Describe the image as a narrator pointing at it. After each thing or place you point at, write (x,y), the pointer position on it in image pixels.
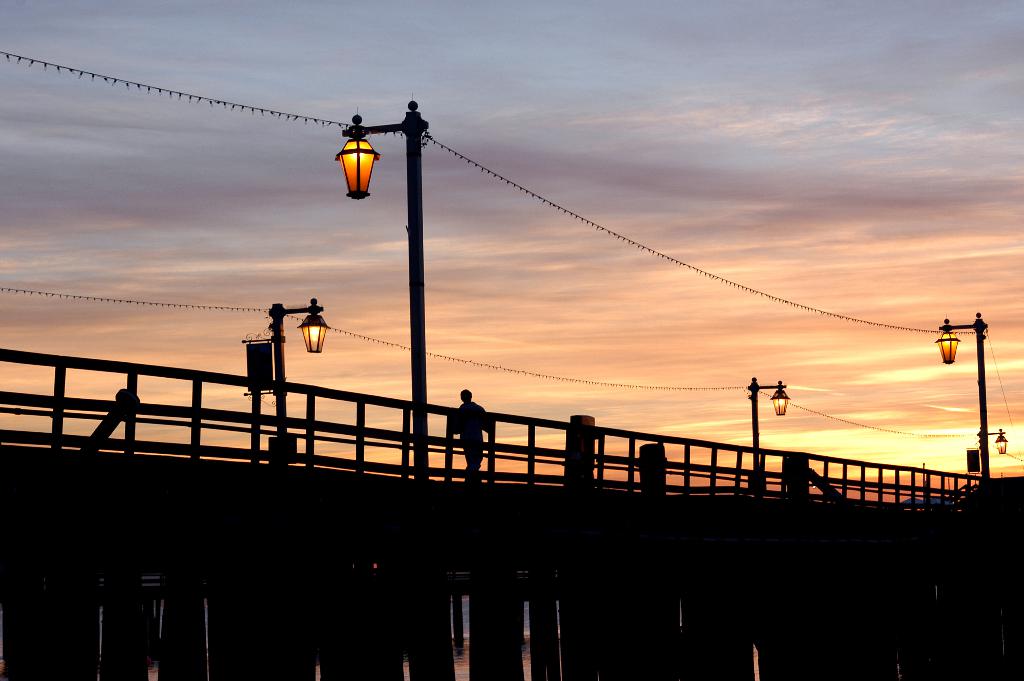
In this image we can see a person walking on the bridge (505,514). We can also see some wires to the street lights (412,155). On the backside (667,450) we can see the sky (680,193) which looks cloudy.
